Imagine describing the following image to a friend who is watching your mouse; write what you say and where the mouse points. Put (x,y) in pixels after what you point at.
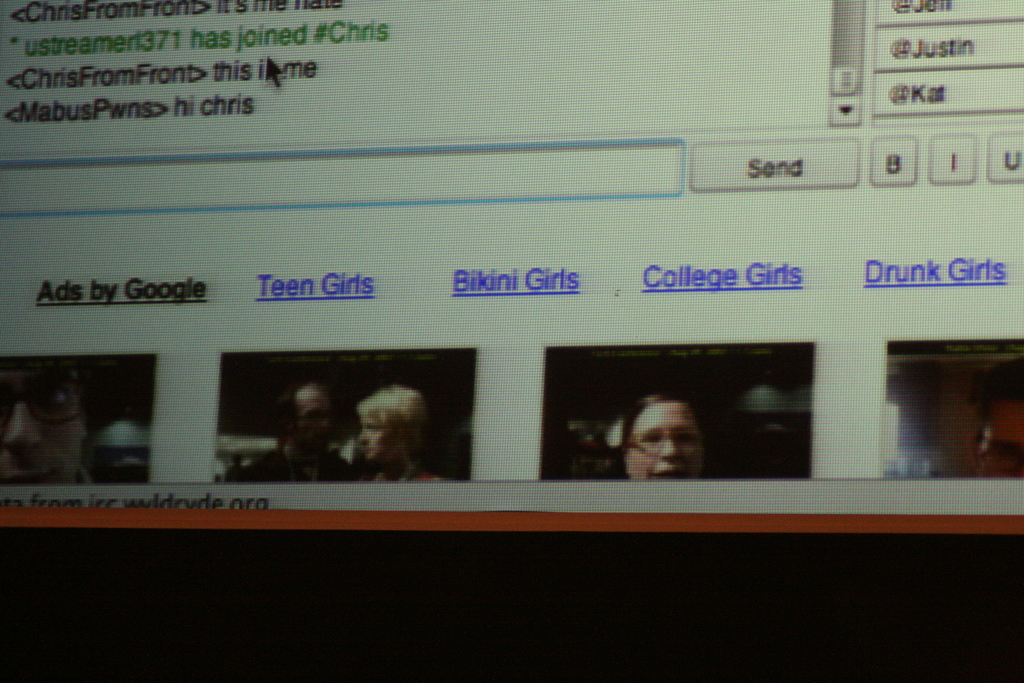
This image consists of a screen (441,160). On the screen (147,83), I can see the text (154,72) and few images (443,428) of persons (390,416).
